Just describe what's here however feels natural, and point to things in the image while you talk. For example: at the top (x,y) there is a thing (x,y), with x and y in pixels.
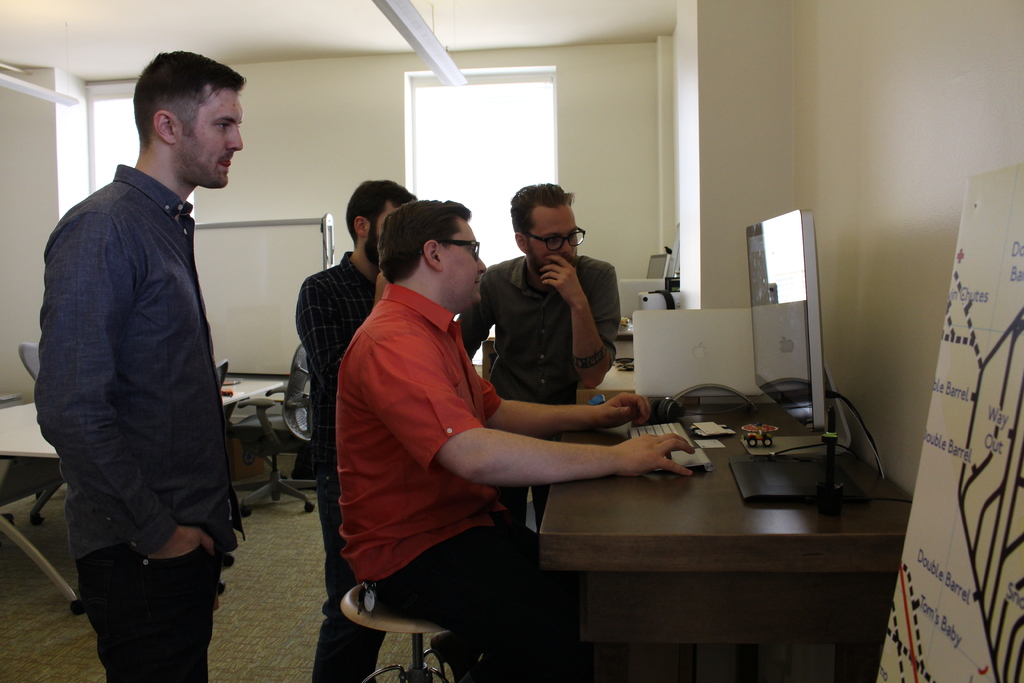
In this image, In the right side (800,542) there is a table (807,542) which is in brown color on that table (751,547) there is a computer (800,404) and keyboard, In the middle (496,447) there is a man (480,469) sitting on the chair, There are some people (502,362) standing, In the background (912,161) there is a white color wall (785,119), In the center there is a white color window (465,129).
